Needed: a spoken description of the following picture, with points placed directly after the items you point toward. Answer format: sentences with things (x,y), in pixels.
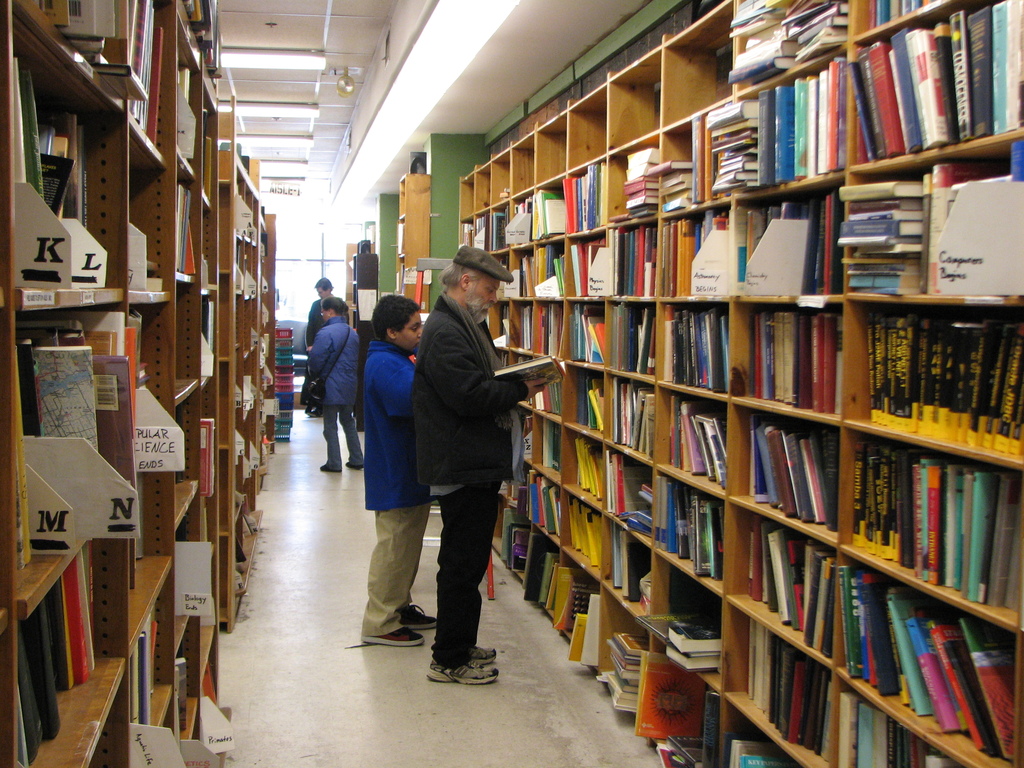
In the picture we can see a library (432,640) with the racks (267,294) on the either side with books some people (417,628) are standing and reading the books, in the background (354,463) we can see some people (319,361) are standing and holding a bag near the glass wall (285,265).
